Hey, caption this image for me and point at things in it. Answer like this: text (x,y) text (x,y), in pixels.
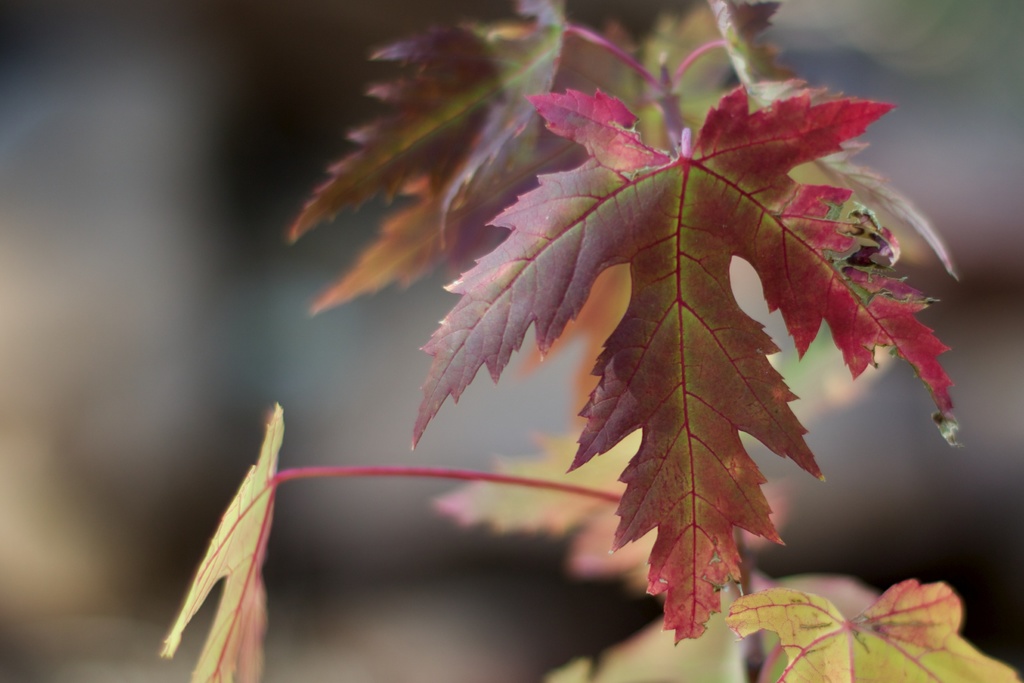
In the image we can see some leaves (692,482) and stem (751,643). Background of the image (38,495) is blur.
